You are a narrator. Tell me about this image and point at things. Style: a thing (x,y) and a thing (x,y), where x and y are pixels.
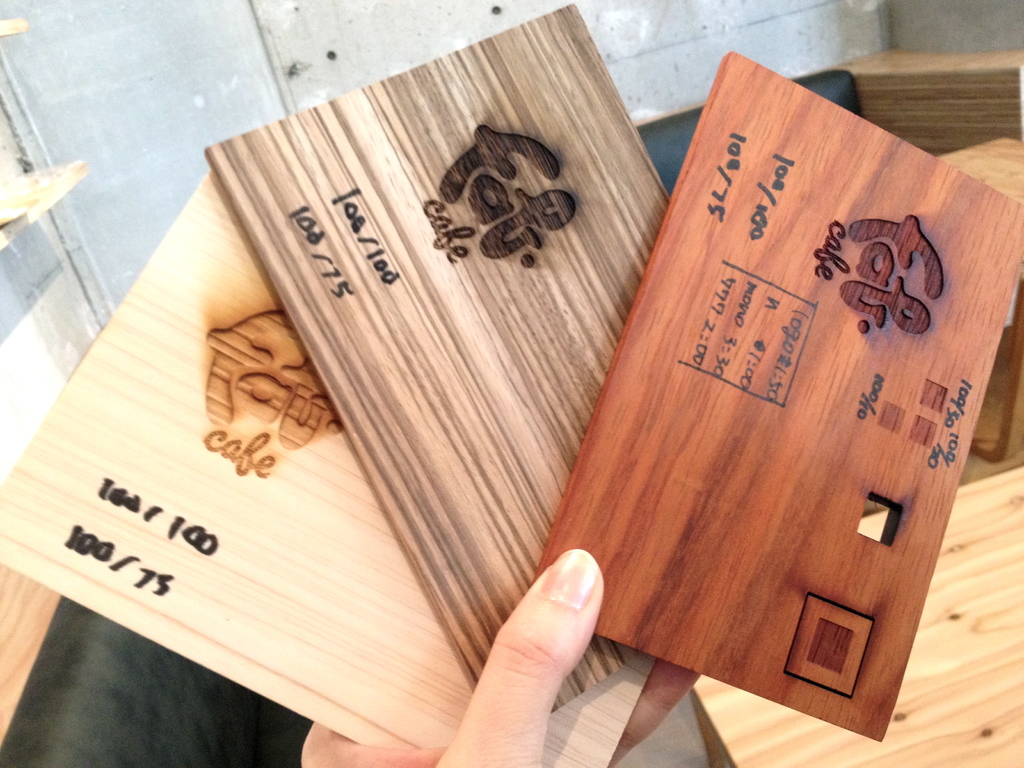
In the picture, a person (556,600) is holding three wooden cards (445,493) with the hand (498,696) and on the card (584,292) there is a cafe name (471,233) and some other details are mentioned.
